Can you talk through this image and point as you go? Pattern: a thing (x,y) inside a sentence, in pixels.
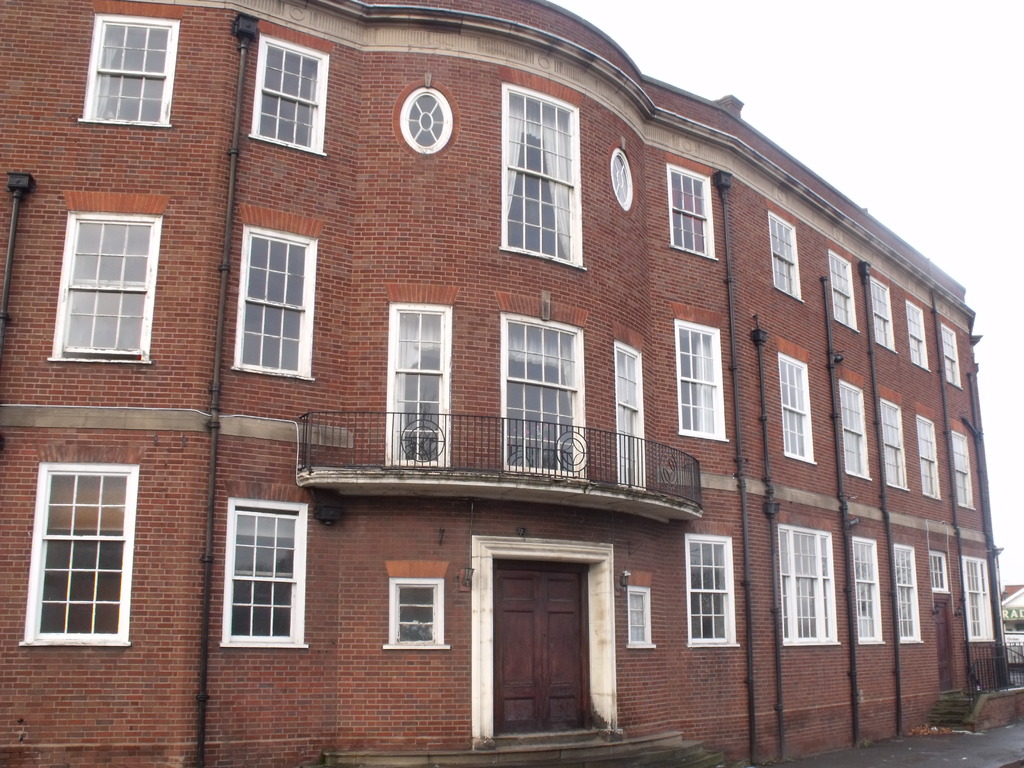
In this image, we can see a building (711,486). We can see the ground (906,750). We can see some stairs (960,706) and the black colored object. We can also see a board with some text (1006,616) on the right (1021,614). We can see the sky (1016,451). We can also see some objects (856,696) attached to the building (226,360).
